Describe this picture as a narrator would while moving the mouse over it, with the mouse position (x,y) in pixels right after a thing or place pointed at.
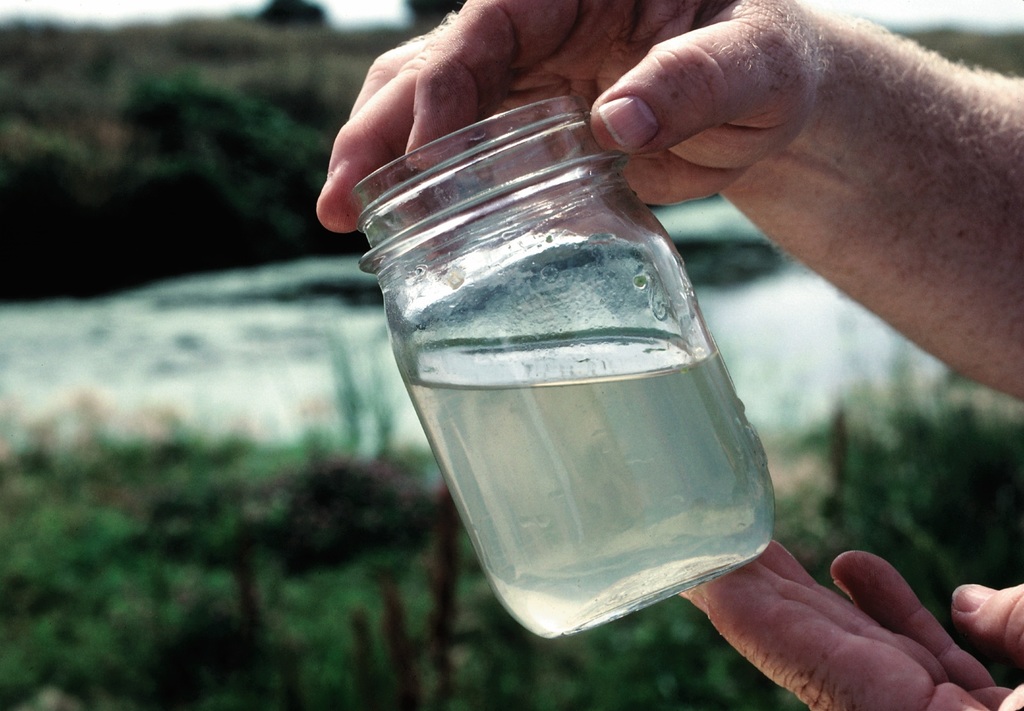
In this image, we can see persons hands (789,214) holding a jar (557,309) with water (614,407). In the background (169,512), there are trees (157,112).
